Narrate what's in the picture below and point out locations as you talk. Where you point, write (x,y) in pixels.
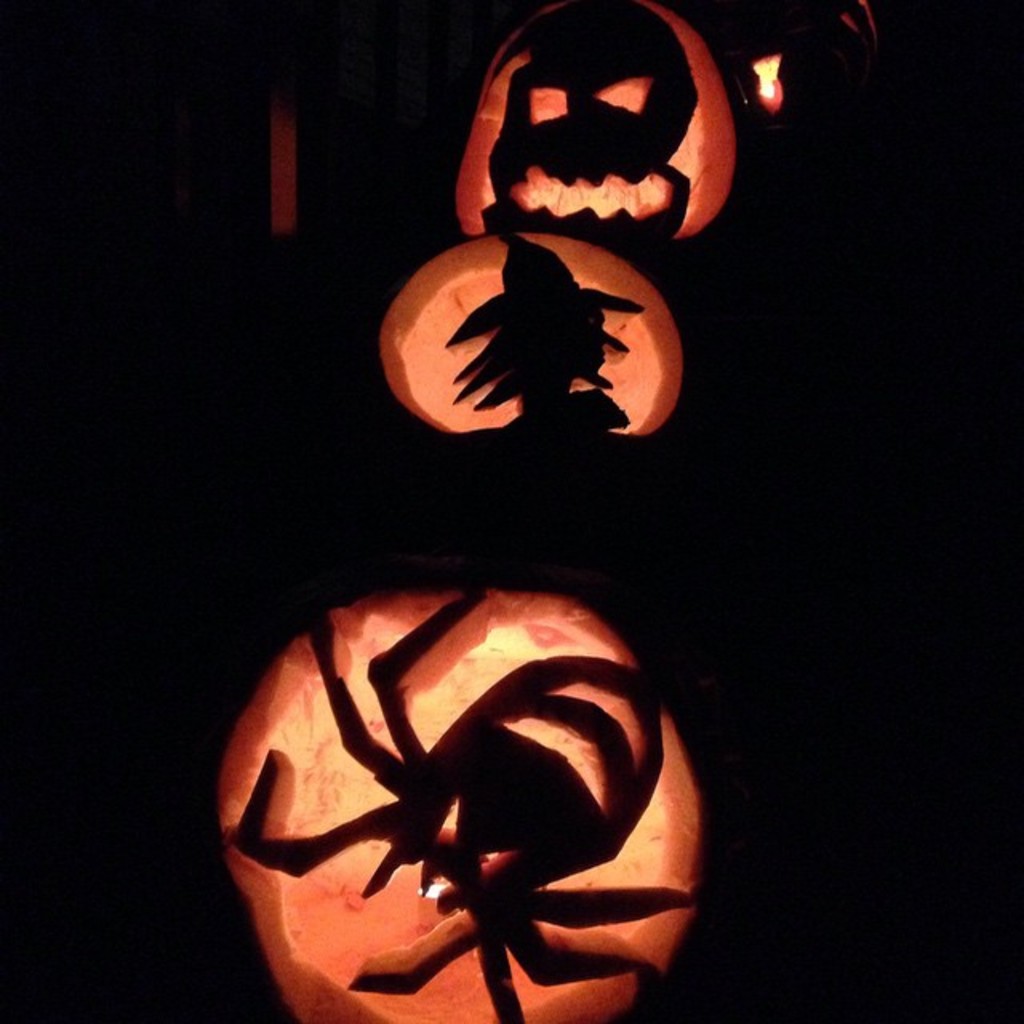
In this picture we can see the jack-o'-lanterns (490,121). In the background (776,536), the image is dark.
